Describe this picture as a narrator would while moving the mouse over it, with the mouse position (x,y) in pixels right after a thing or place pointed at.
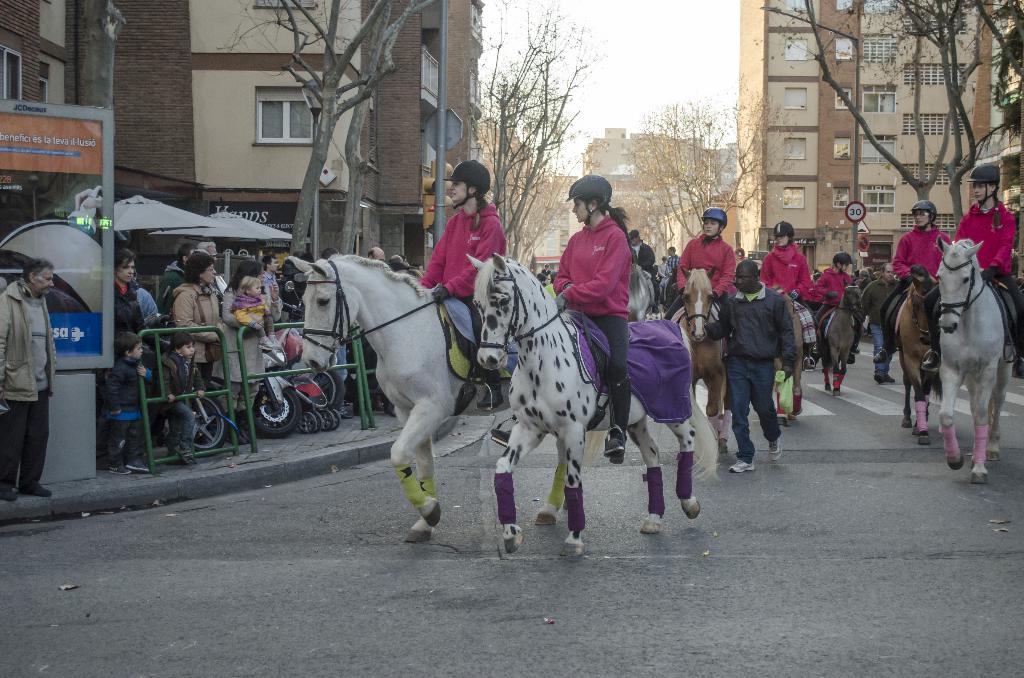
This picture describes about group of people (237,340), few are standing, few are seated on the horses (365,280), and few people (616,225) wore helmets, beside to them we can find few vehicles (209,410) and metal rods (226,362), in the background (133,234) we can see few buildings (249,69), trees (310,51), poles (857,170), sign boards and umbrellas (131,218).
